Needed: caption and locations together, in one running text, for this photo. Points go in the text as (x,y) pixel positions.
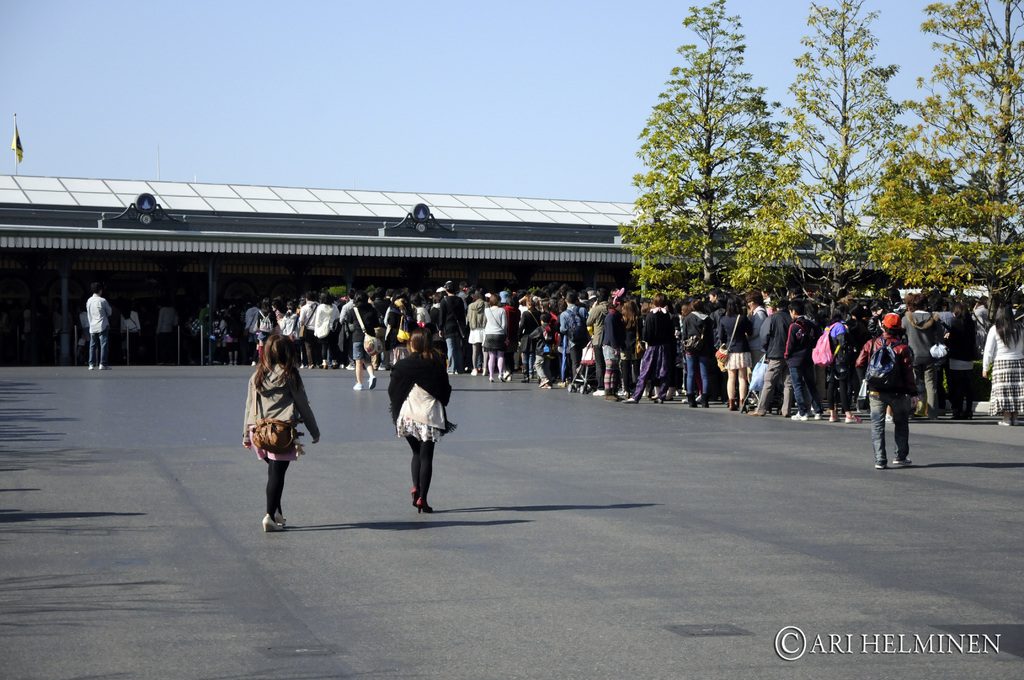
In the picture I can see few persons (620,308) are standing in a queue (612,335) and there are trees (889,166) in the right corner (879,286) and there is a building (255,221) in the background (197,224).
